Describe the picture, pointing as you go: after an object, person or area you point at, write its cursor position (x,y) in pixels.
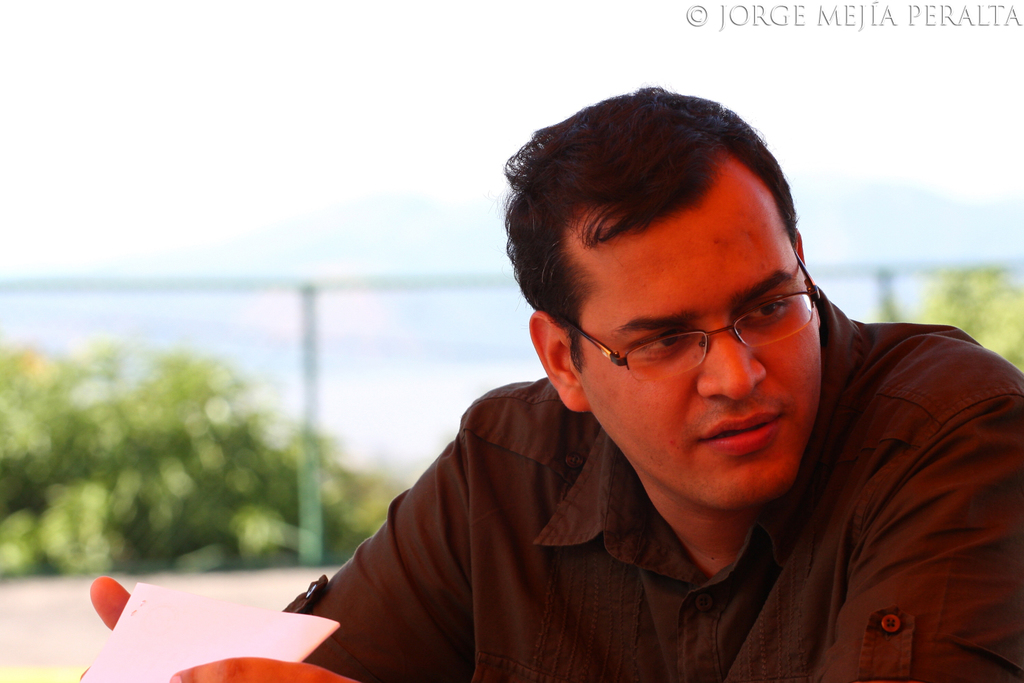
In this image I can see a person (645,550) wearing brown colored shirt (543,555) is holding a paper (160,587) in his hands (113,591). I can see he is wearing spectacles (764,312). In the background (162,415) I can see few trees (199,417), the metal railing (300,286) and the sky (311,90).
